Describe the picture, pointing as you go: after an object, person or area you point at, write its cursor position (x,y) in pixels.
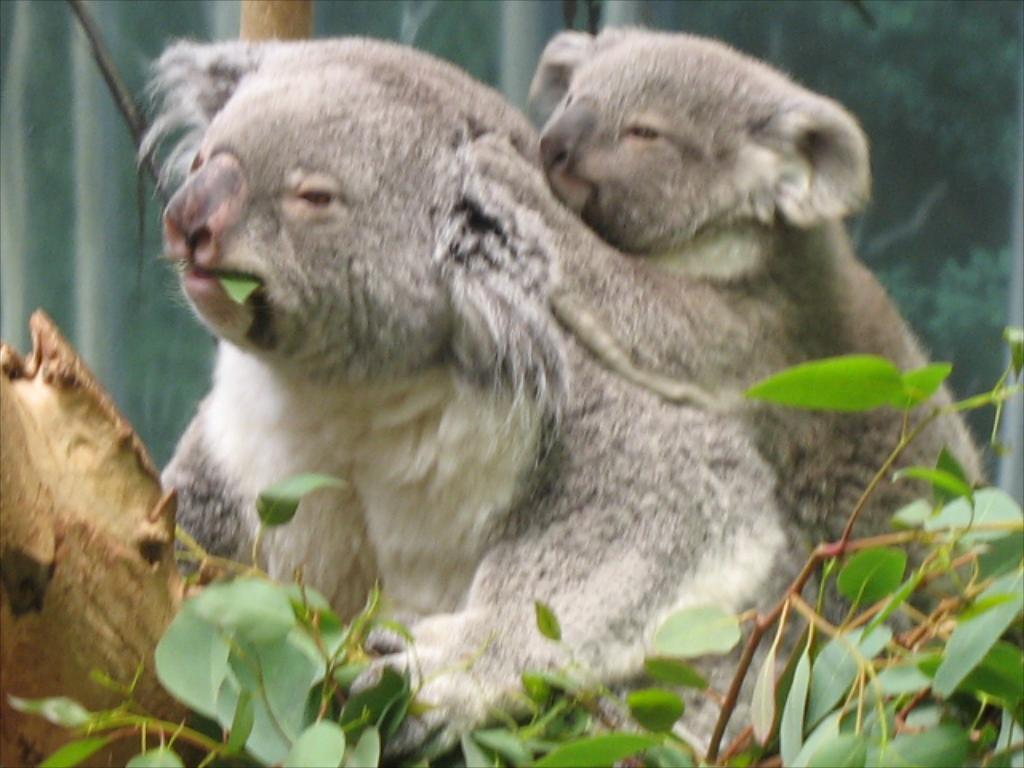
In this image I can see two animals (434,283) which are in cream and black color. These are to the side of the plant (738,630). In-front of these animals (421,286) I can see the branch (88,499) of the tree (70,395). In the back (98,70) there is a green color wall (133,189).
